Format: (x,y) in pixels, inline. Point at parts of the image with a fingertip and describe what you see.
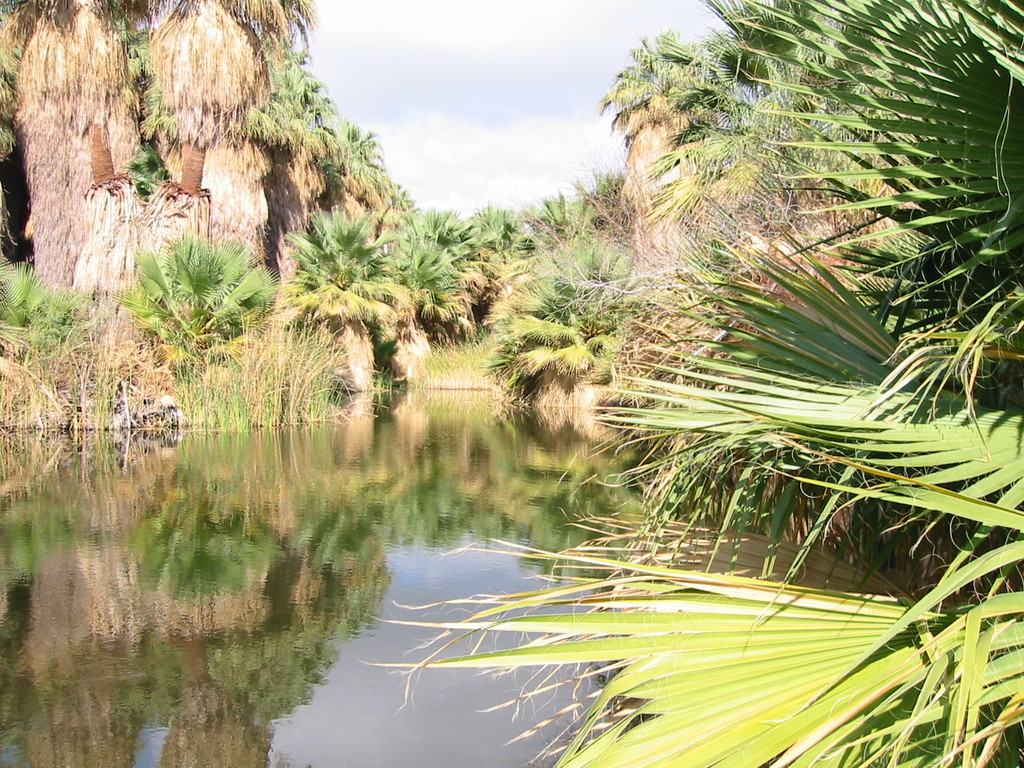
This image consists of many trees (635,238) and plants (648,630). At the bottom (362,635), there is water (392,564). At the top (542,127), there are clouds (531,132) in the sky (489,162).
